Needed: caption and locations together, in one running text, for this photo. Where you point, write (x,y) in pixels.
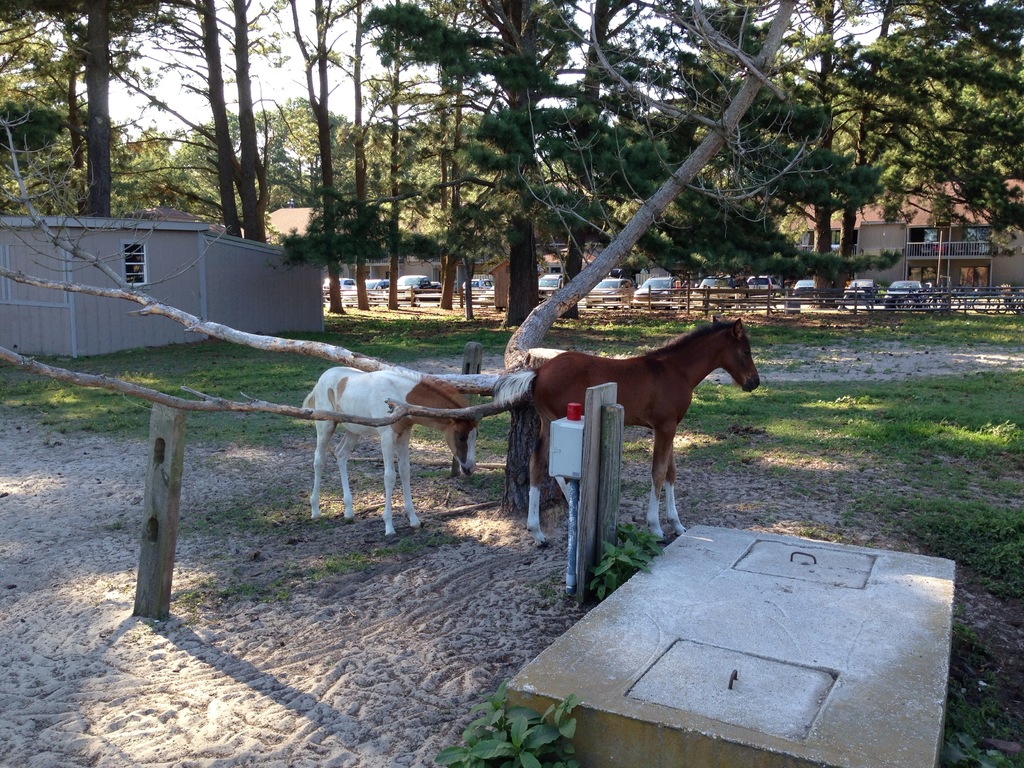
This picture is clicked outside. On the right (718,573) there is a cement object (738,579) and we can see the plants (514,741). In the center (546,427) there are two animals (501,403) standing on the ground (677,453) and we can see the branches (770,80) of the trees (515,265). In the background (351,307) we can see the vehicles (405,289) parked on the ground (929,313) and we can see the buildings (852,246), cabin (191,265), trees (986,87) and the sky (253,77).
